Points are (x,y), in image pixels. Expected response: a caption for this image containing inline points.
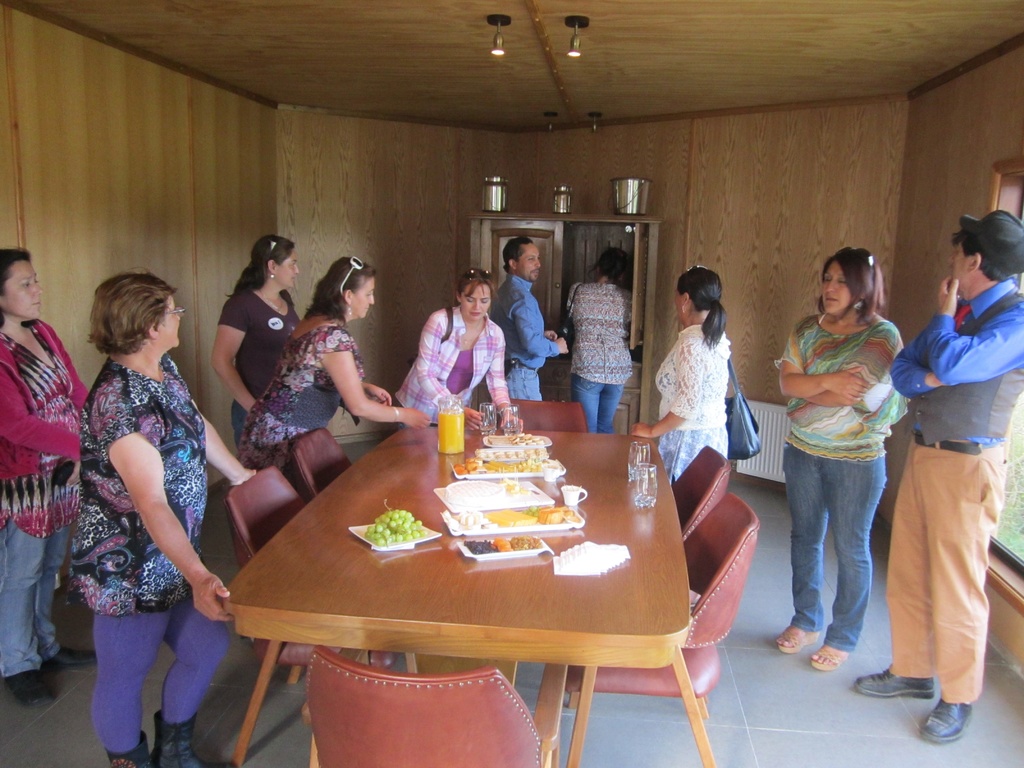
In this image i can see a group of people (24,313) standing around the dining table (520,600). I can see a table (565,464) on which there are many food items (520,454), fruits (395,511), glasses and a jar (454,427) with juice (447,417) in it. I can see chairs (390,714) around the table (584,448), and in the background (421,199) i can see wall (383,161) and to the ceiling (609,65) i can see lights (502,53).
